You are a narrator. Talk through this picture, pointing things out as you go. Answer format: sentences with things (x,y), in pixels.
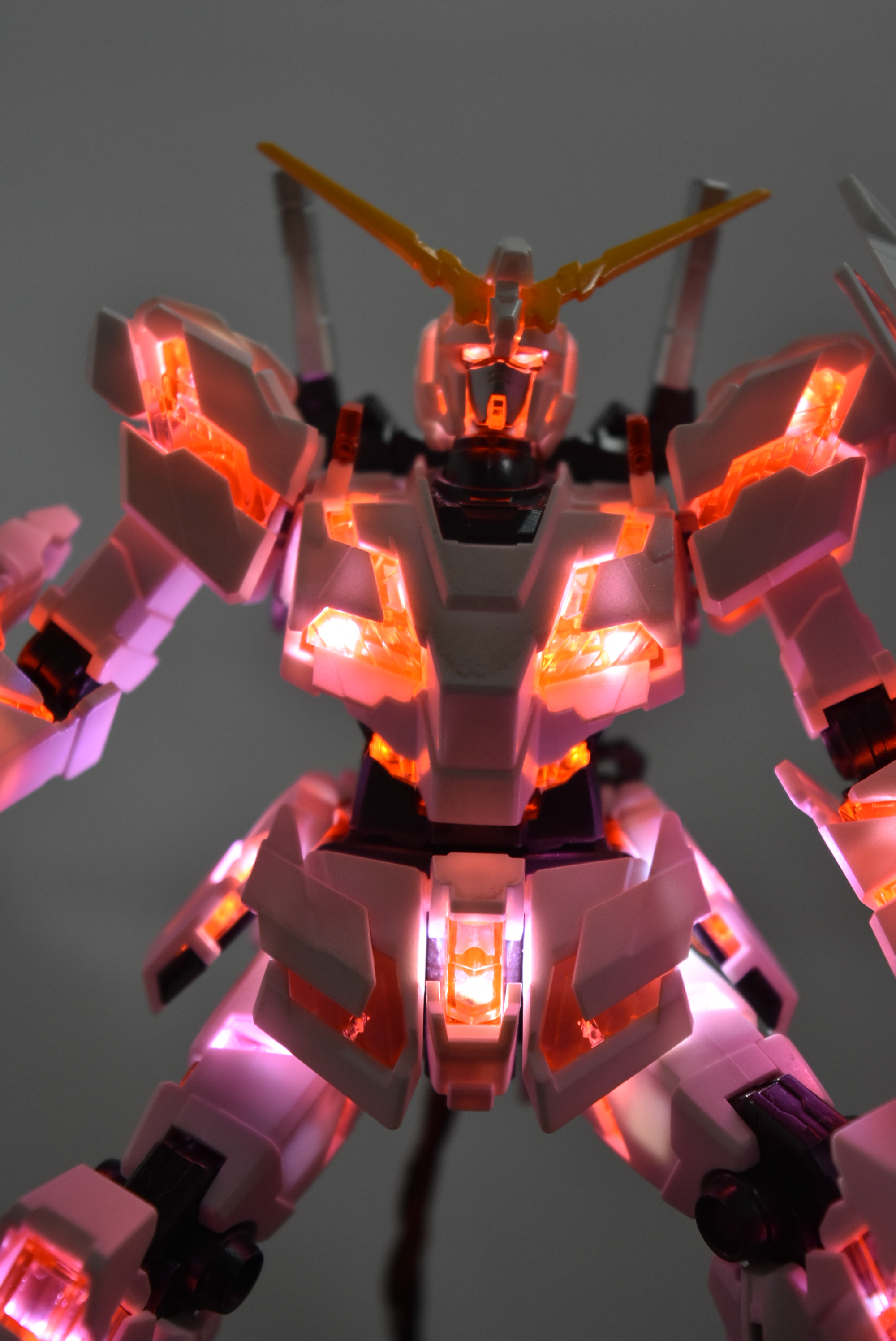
In this image I can see a white and orange colour toy (589,640).
